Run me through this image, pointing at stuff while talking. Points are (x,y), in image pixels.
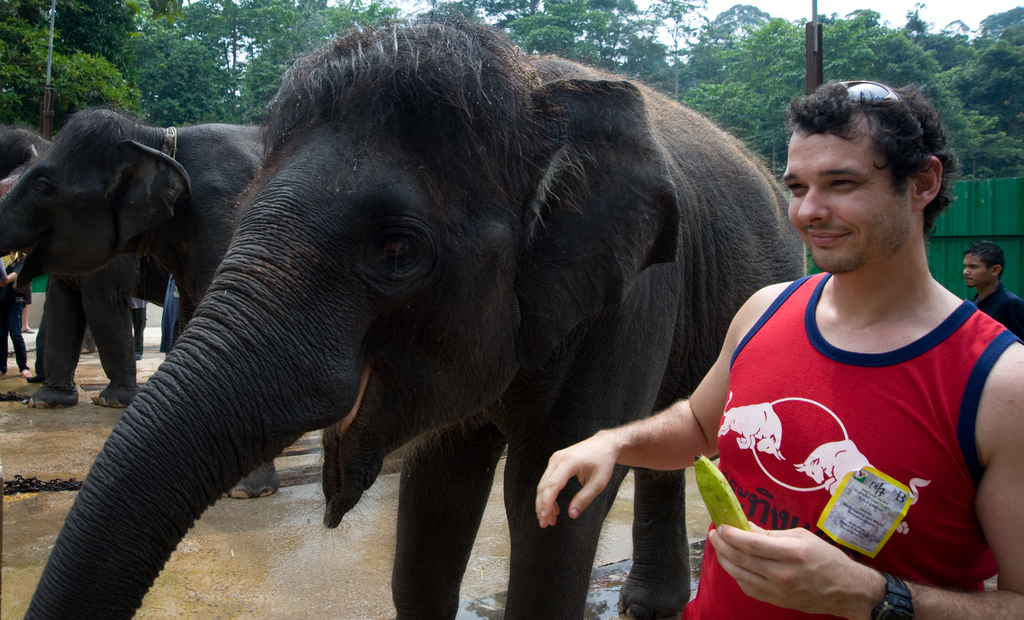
In this image I can see few people (786,555) and few elephants (432,296) are standing. On the right side of this image (802,311) I can see a man (773,446) is holding a banana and on his head (856,123) I can see the black shades (868,97). In the background (28,59) I can see the green colour wall (976,189), few poles (807,83), number of trees (305,52) and the sky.
